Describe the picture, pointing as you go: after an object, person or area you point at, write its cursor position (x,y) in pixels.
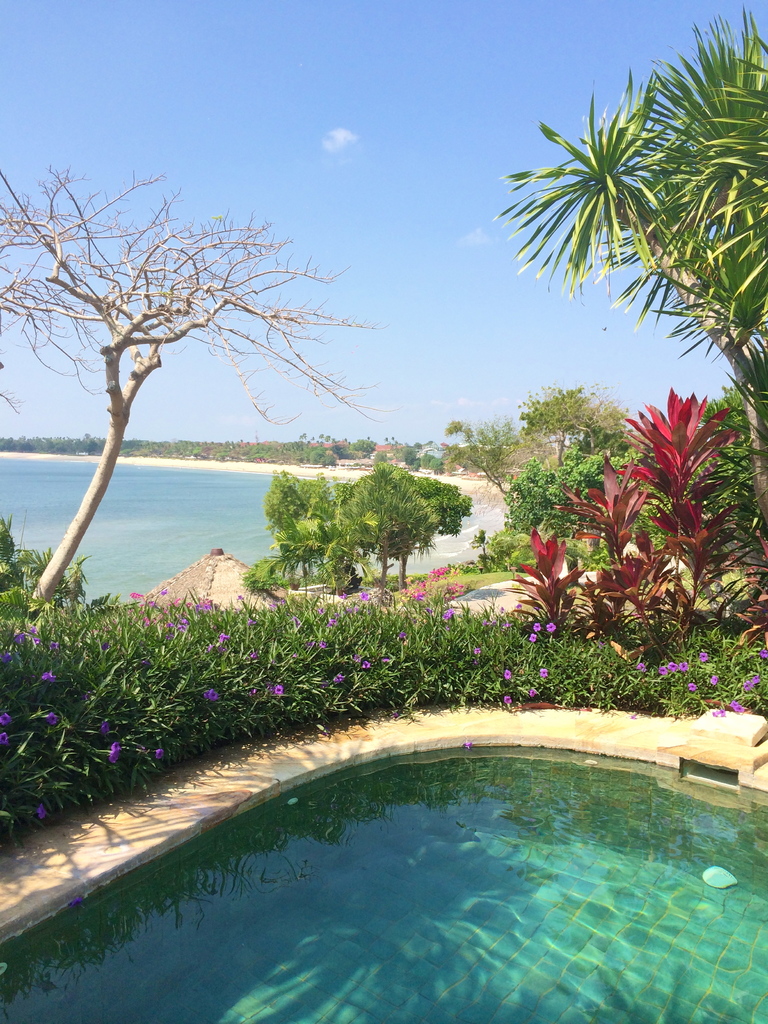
In this image in the foreground (283,812) I can see a swimming pool (565,768), beside the pool (557,807) there are some plants (45,636) and flowers (149,663), in the middle (455,535) there are some trees (294,532) and the sea (40,498), at the top (380,96) there is the sky (396,179) visible.
